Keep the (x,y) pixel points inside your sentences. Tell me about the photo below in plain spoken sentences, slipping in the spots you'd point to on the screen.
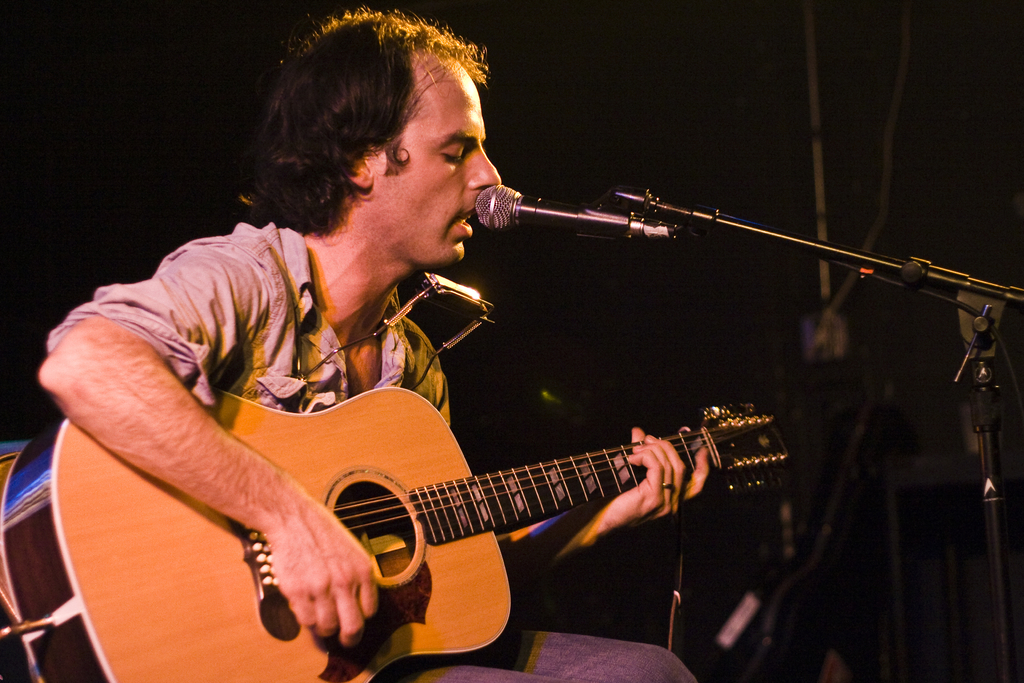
In this image there is a person (288,349) wearing brown color shirt (289,318) playing guitar (284,450) in front of him there is a microphone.
